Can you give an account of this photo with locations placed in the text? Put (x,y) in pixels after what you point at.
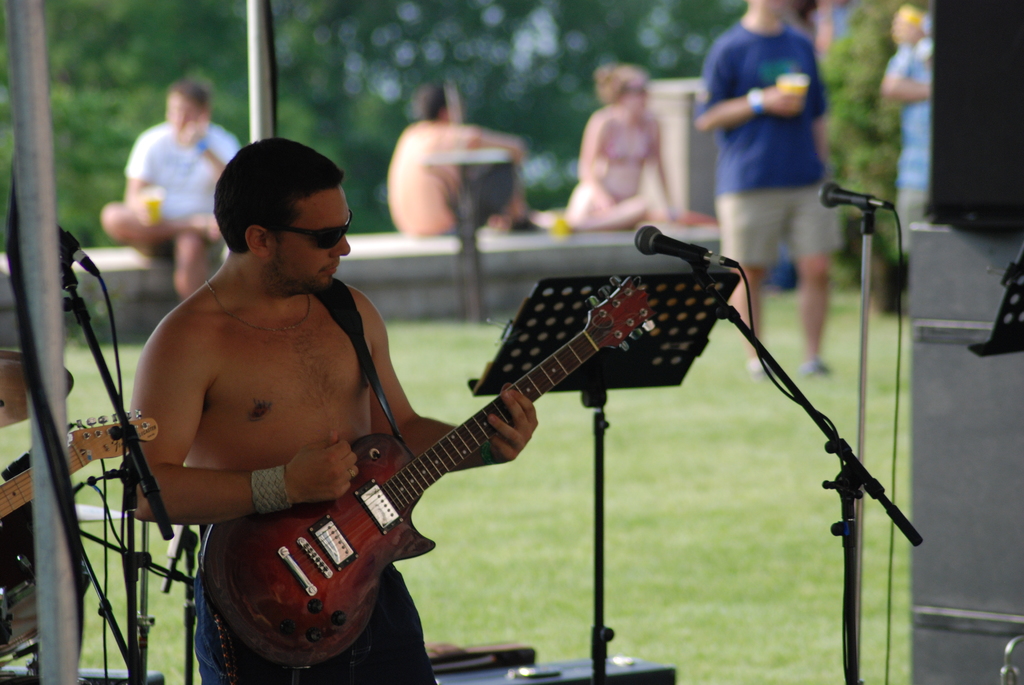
In this picture we can see a man (263,398) who is playing a guitar (615,333). He has goggles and this is mike (637,238). On the background (588,214) we can see some persons (481,146) who are sitting. This is grass (697,507) and these are the mikes (652,232). Here we can see some trees (536,62).
